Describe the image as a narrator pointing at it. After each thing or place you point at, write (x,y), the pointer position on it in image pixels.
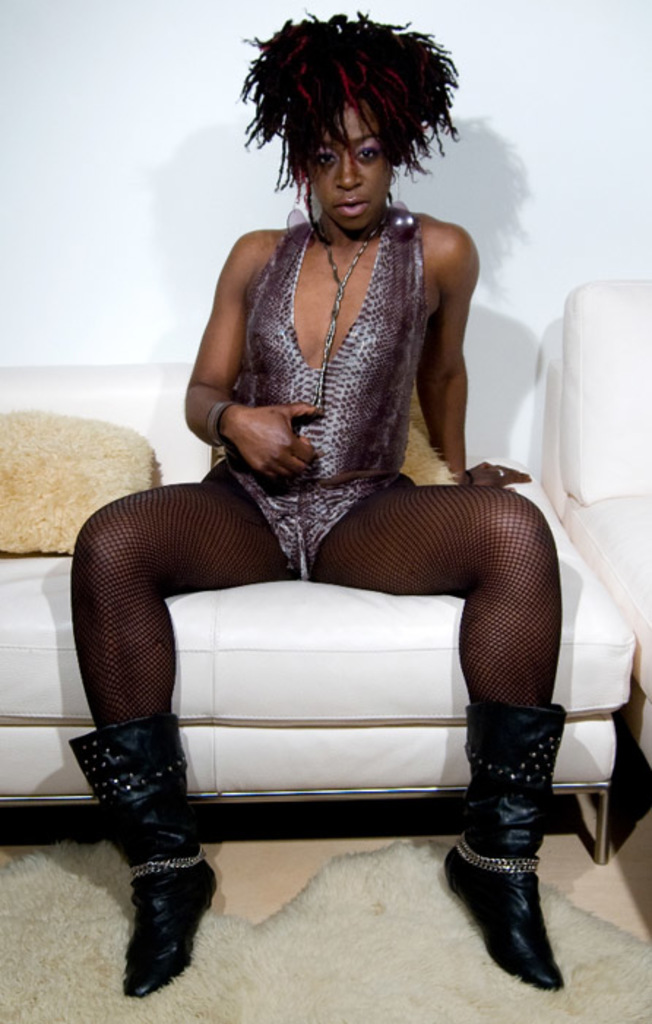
In this image we can see a woman (379,534) wearing a dress (329,462) is sitting on a chair (363,629).
